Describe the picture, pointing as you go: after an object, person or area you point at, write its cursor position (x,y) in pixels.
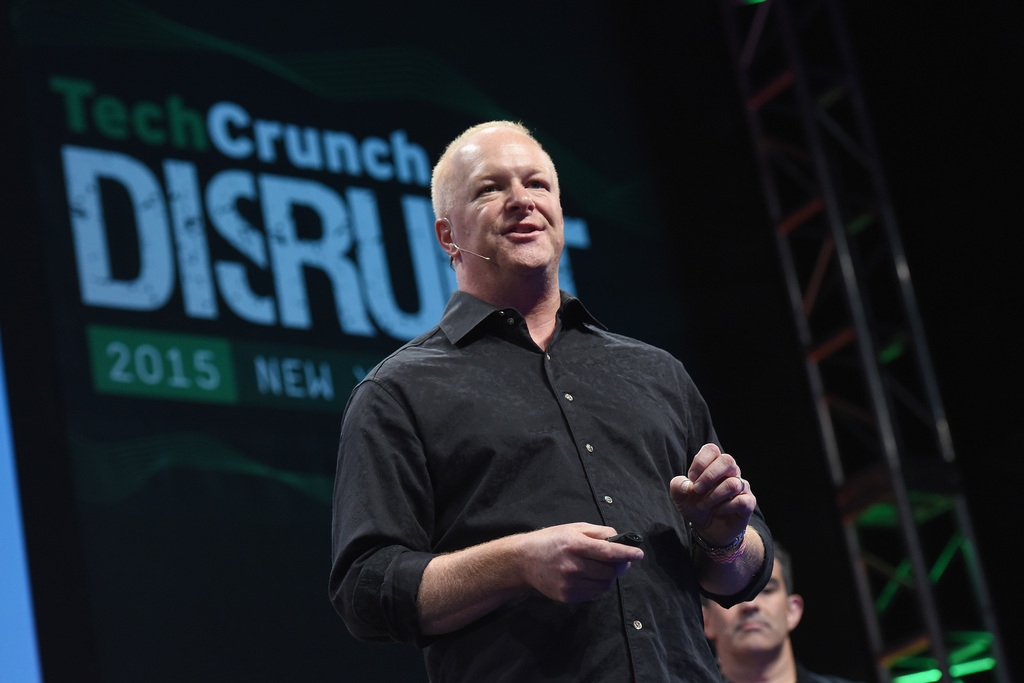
On the background of the picture (306,214) we can see a screen (279,227). In Front of the picture we can see a man (684,389) standing and talking something. Behind to this man (573,569) there is one person (789,626).
